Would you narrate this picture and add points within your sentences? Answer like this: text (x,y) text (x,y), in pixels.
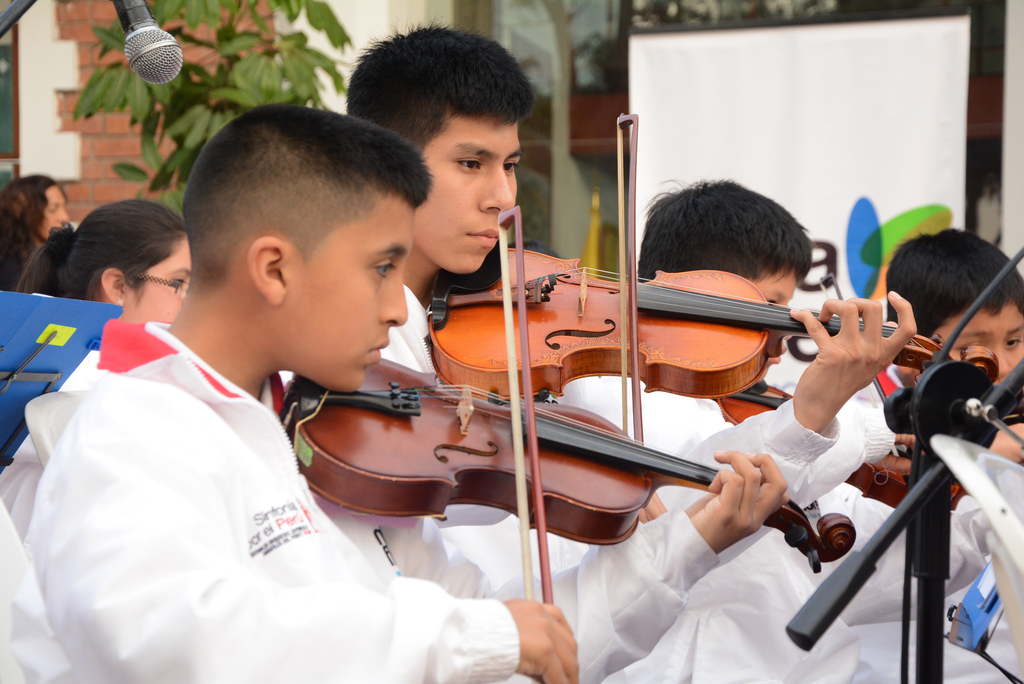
In this picture I can see group of people (869,388) sitting and holding violins (549,285) with bows (624,292), and there is a mike (125,3) with a mike stand (23,2), and in the background (203,123) there are group of people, a tree (197,104), a screen (654,66) and a house (31,137).
